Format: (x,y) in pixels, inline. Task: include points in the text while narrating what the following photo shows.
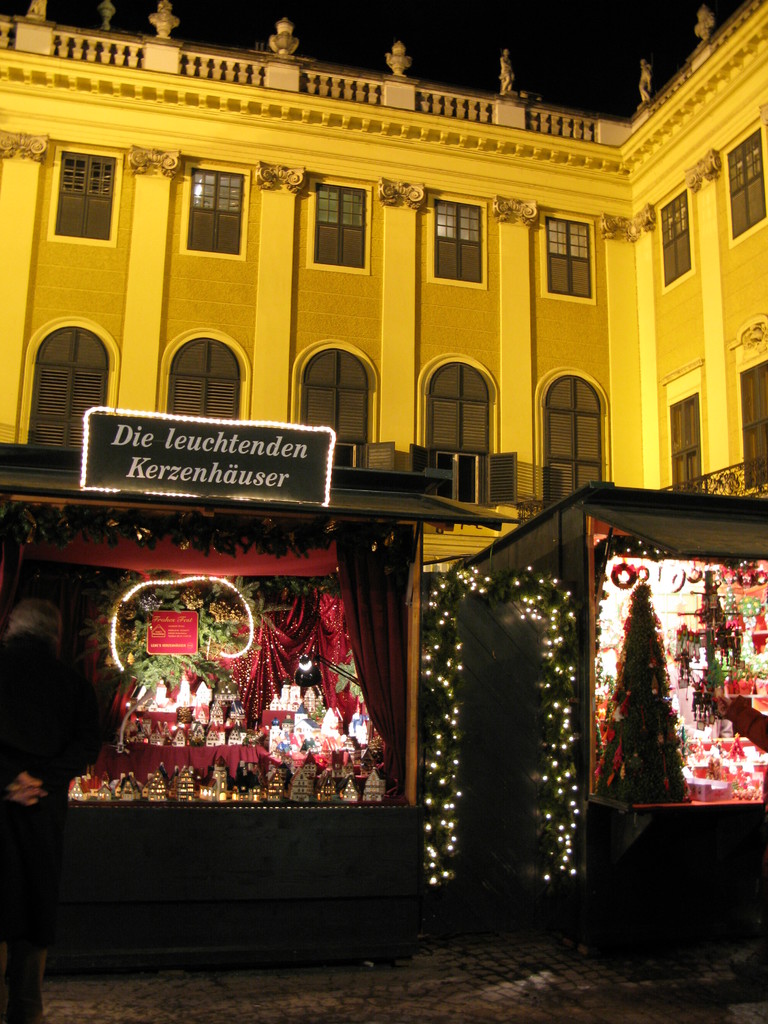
In the foreground of the picture (415,627) there are christmas trees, toys (704,739), board (219,449), light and other objects (550,609). In the background (449,232) there is a building (494,222). At the bottom (645,984) it is pavement (667,968).
